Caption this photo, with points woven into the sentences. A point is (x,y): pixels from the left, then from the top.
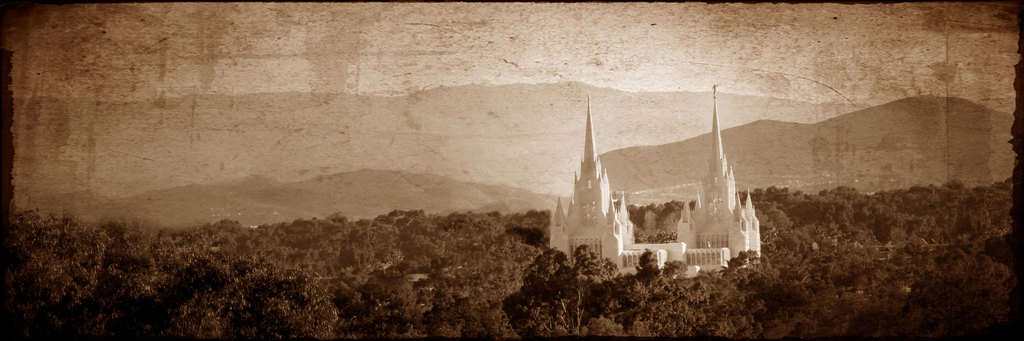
This is a black and white picture. In the middle of the picture (596,214), we see a temple (622,210) or a church (726,238) in white color. There are many trees (430,275) in the background (495,265). There are hills (436,136) in the background (436,136).
